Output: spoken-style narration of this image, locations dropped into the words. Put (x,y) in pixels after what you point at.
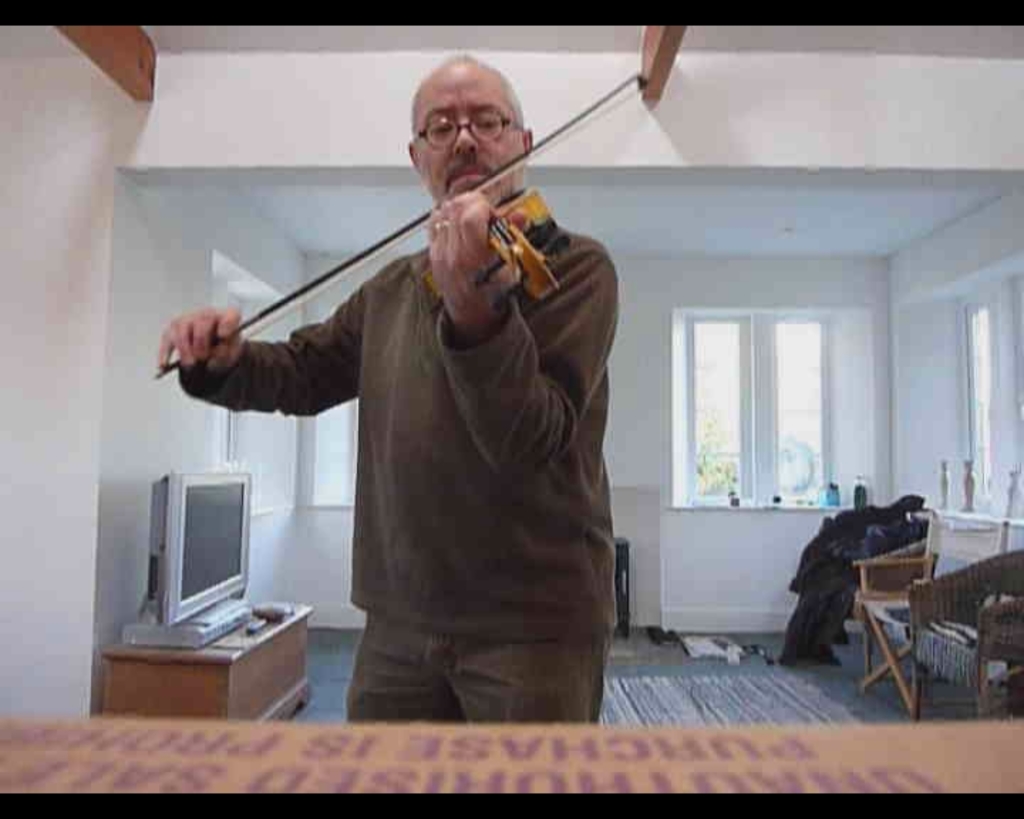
In the center of the image (504,482) we can see a man (547,480) standing and playing a violin (520,241). At the bottom (976,774) there is a board (666,774). In the background (949,627) there are chairs (919,621) and we can see a television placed on the stand (243,667). There are windows (816,501) and a wall (666,300).
